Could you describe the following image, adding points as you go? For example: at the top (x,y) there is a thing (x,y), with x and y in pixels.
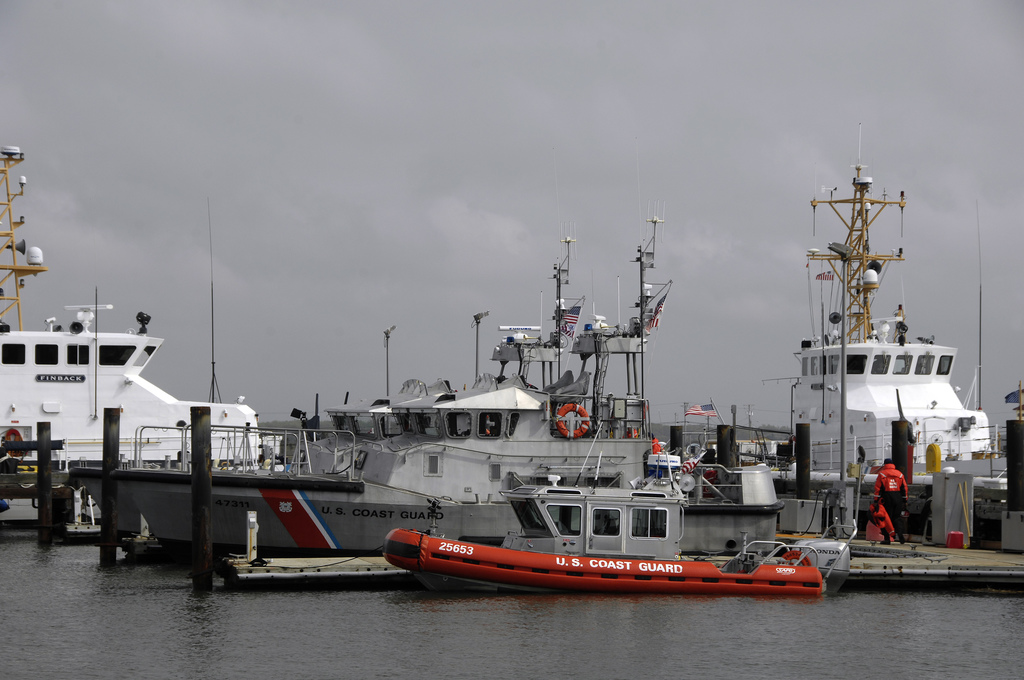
In the foreground of the picture (217,624) there is water (238,618). In the center of the picture (421,390) there are boats (43,385), flag (576,320) and a person (880,493). Sky (316,176) is cloudy.
